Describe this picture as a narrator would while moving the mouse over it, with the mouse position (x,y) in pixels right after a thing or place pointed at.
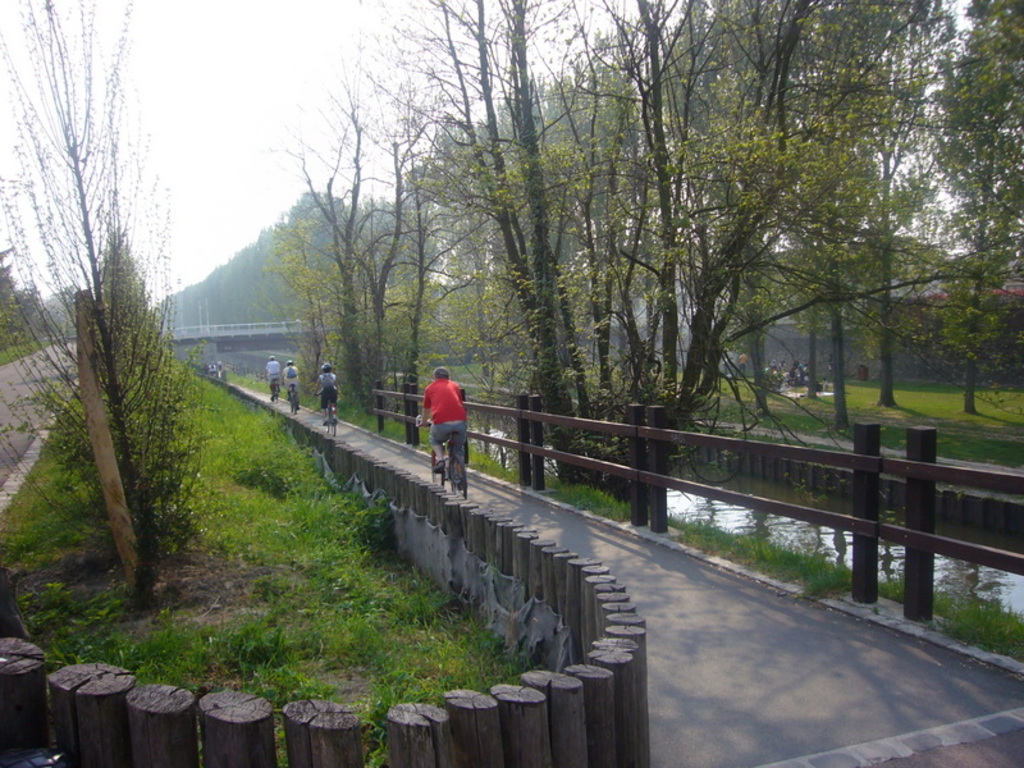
As we can see in the image there is grass (220,444), trees (423,255), few people (433,401) riding bicycles (447,454), water (835,536) and at the top (222,53) there is sky (209,53).
